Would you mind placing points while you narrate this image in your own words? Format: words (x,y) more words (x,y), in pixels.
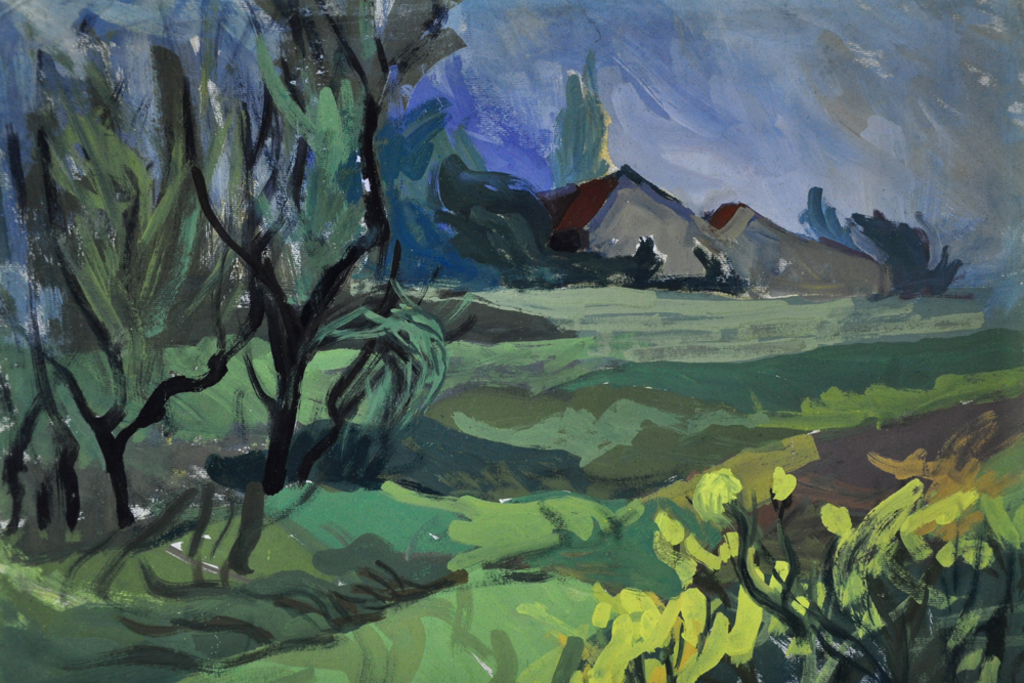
This image is a painting. In this painting there are trees (318,302) and sheds (649,210). At the bottom (451,632) there is grass (611,585) and plants (762,596). In the background (793,91) there is sky (647,89).
